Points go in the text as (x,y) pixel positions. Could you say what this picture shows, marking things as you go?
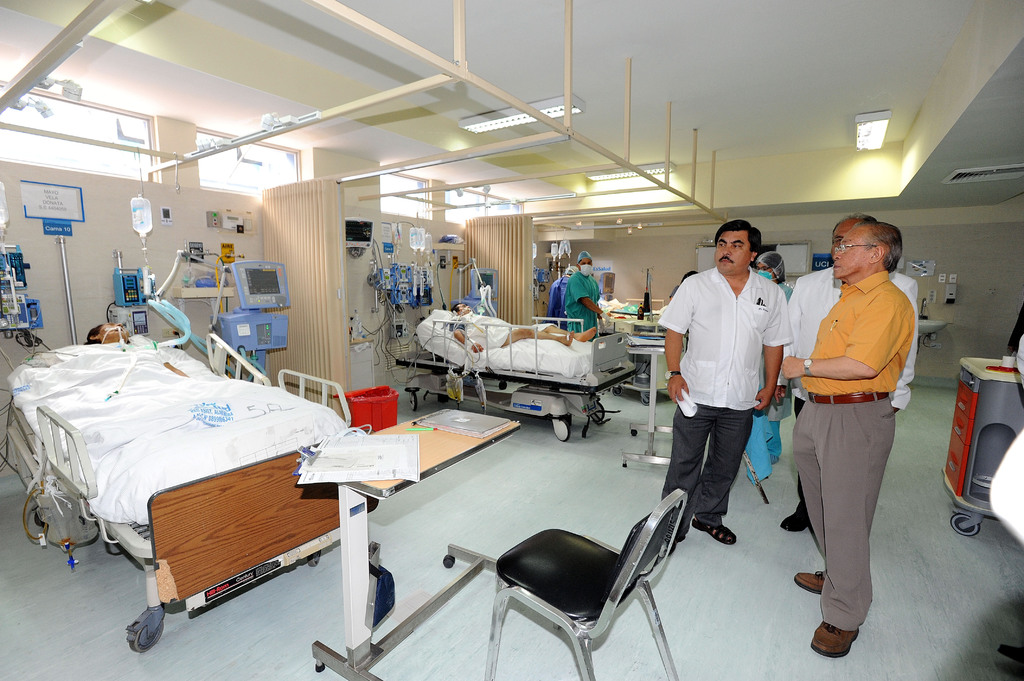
I think this image is taken inside the hospital (59,260). These are the beds (222,416) where patients (517,338) are lying. There are group of people (756,360) standing. This is a empty chair (602,550). These are some electronic devices (248,286) used in hospital (27,253). This is a table (425,432) with some papers (410,434) on it.
